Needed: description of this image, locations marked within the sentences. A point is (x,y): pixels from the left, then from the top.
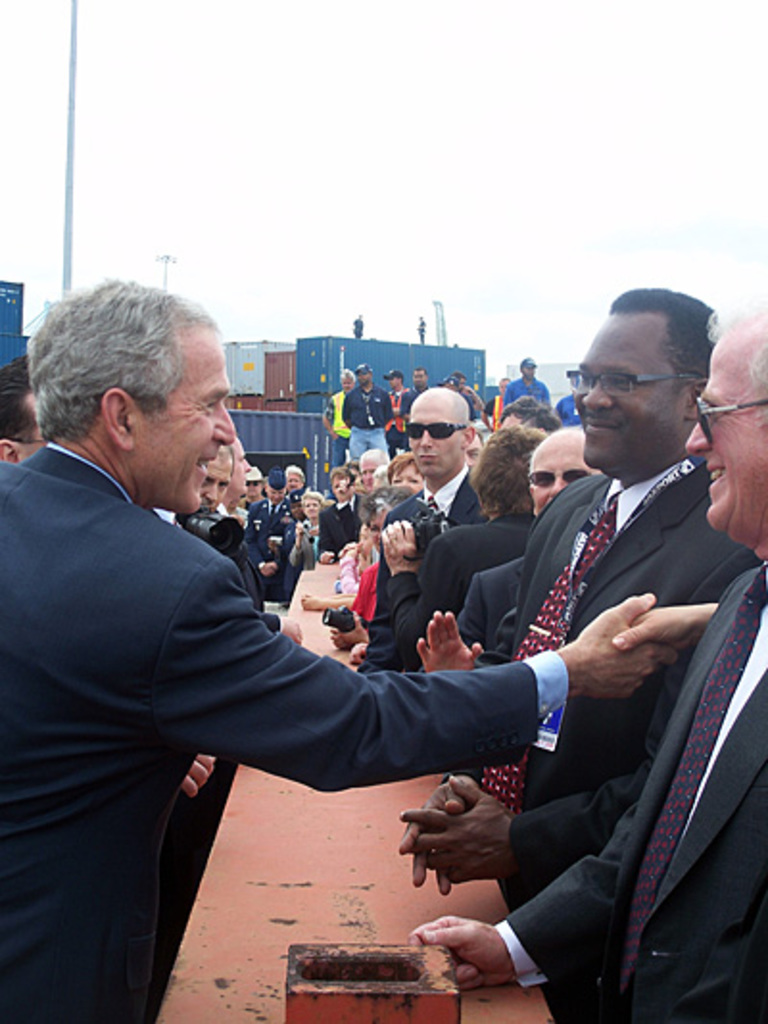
On the left side (117,709) a man (172,685) is shaking the hands (653,672), he wore coat (239,703), on the right side (616,362) few people (685,555) are standing and smiling at him. At the top (386,121) it is the sky (540,143).
